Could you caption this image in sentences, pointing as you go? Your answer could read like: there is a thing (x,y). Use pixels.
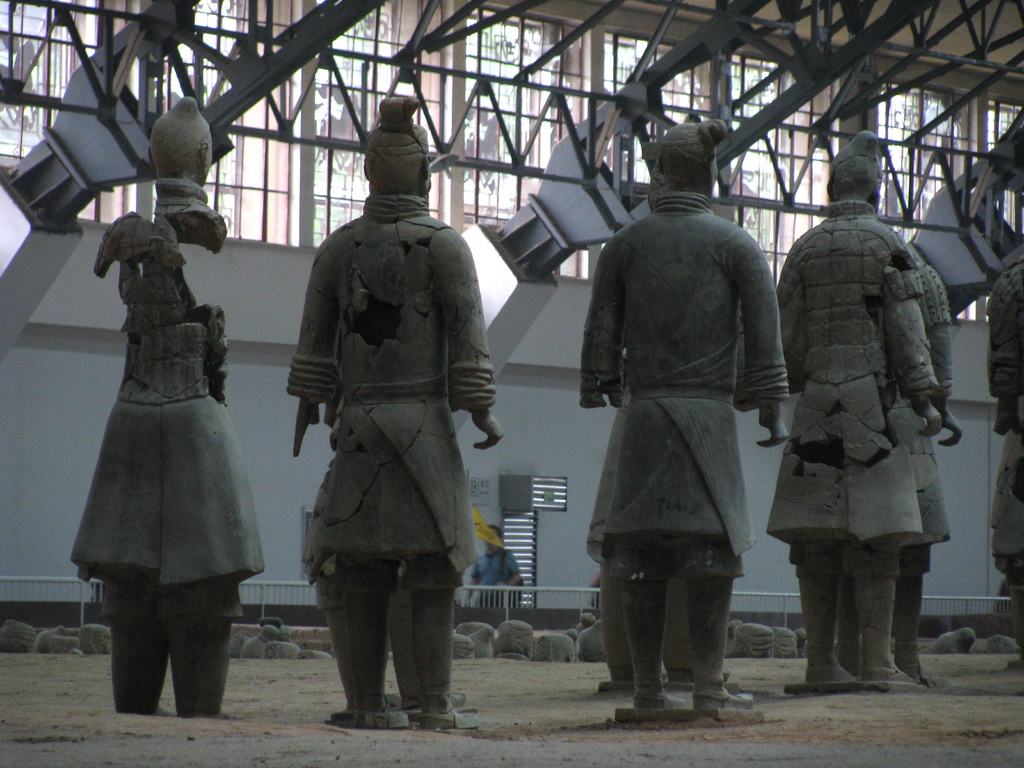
In the foreground of the picture (393,447) I can see the statues (456,543). I can see the metal grill fence (507,611) and these are looking like rocks (563,638). I can see a man (506,607) and he is carrying a bag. I can see the metal scaffolding structure (72,166) at the top of the picture (147,33). In the background (426,101), I can see the glass windows (814,198).
